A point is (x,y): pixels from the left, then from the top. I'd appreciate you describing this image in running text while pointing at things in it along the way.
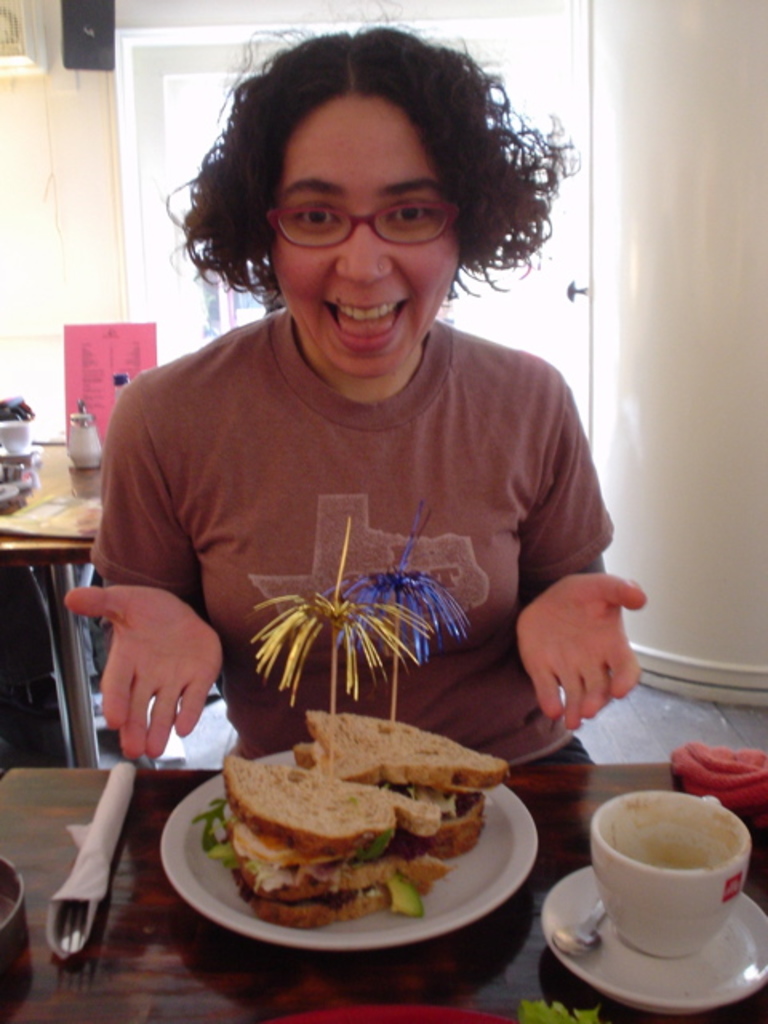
In this picture there is a woman (488,541) who is sitting near to the table (551,855). On the table (539,867) we can see sandwich (407,885), plate (192,869), tea cup (631,921), saucer (624,975), spoon (571,940), knife (112,789), tissue paper (95,867) and other objects (12,916). In the back (579,77) we can see door (579,77). On the left (61,456) we can see another table (64,447) on which there is a pot (9,437), glass (16,421), jar (74,431) and other objects (9,471).
